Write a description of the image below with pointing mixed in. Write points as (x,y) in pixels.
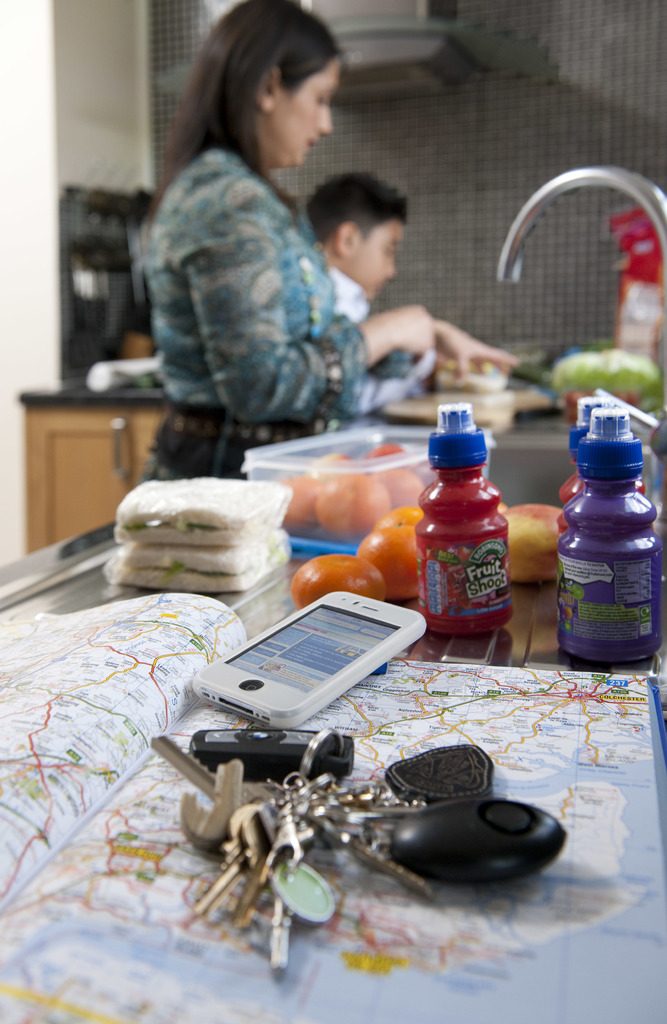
In this picture there is a woman (296,15), a boy (331,191) onto her left. There is a smart phone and keys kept on the book (121,611).
